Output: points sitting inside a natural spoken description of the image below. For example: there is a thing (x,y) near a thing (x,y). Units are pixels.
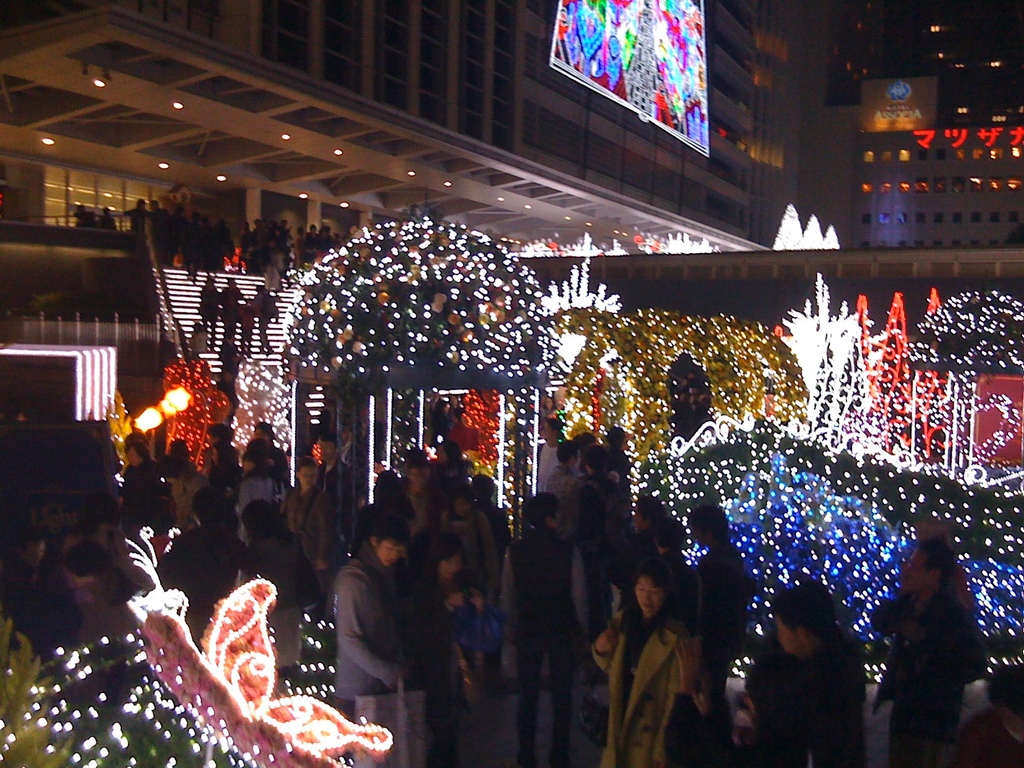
In this image we can see a group of people (622,629) standing on the floor (514,709). One woman (621,661) is wearing a coat (642,699). In the background (872,656), we can see a staircase (243,301), a group of lights (516,338), buildings (699,215) and a screen (684,42).
